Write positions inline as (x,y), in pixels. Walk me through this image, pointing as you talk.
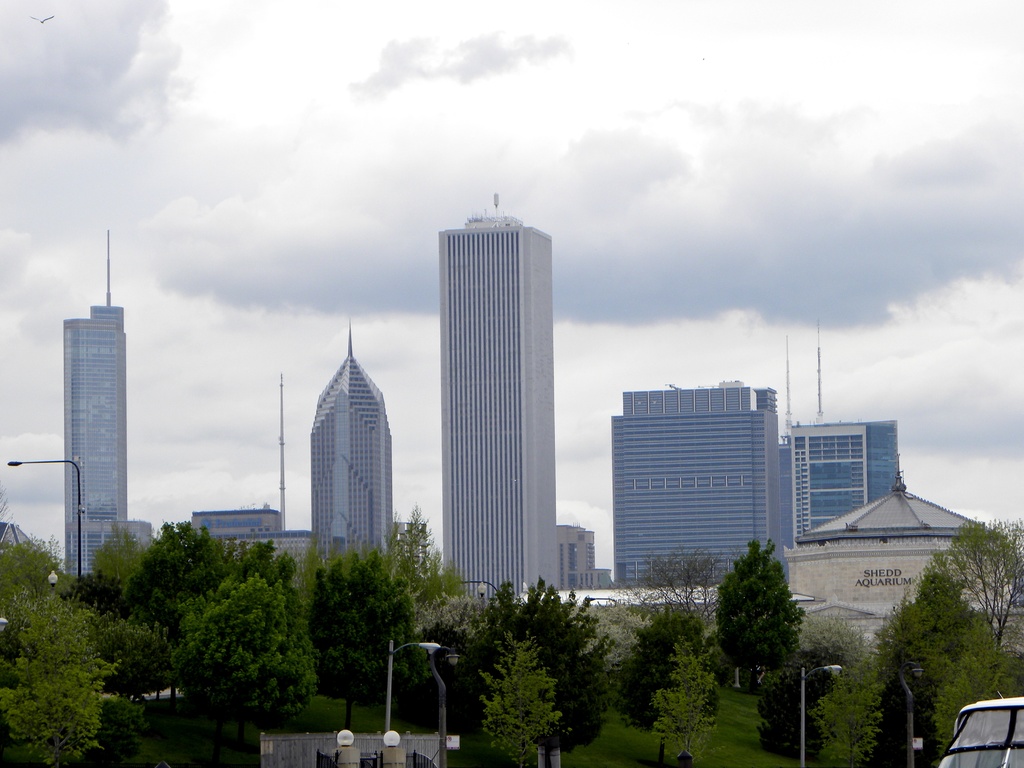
There are some poles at the bottom of this image (547,735), and trees (466,707) are present in the background (595,634). There are some buildings (501,540) as we can see in the middle of this image (352,451), and there is a cloudy sky (363,205) at the top of this image (669,188). It seems like there is a vehicle (970,745) at the bottom right corner of this image (974,733).
